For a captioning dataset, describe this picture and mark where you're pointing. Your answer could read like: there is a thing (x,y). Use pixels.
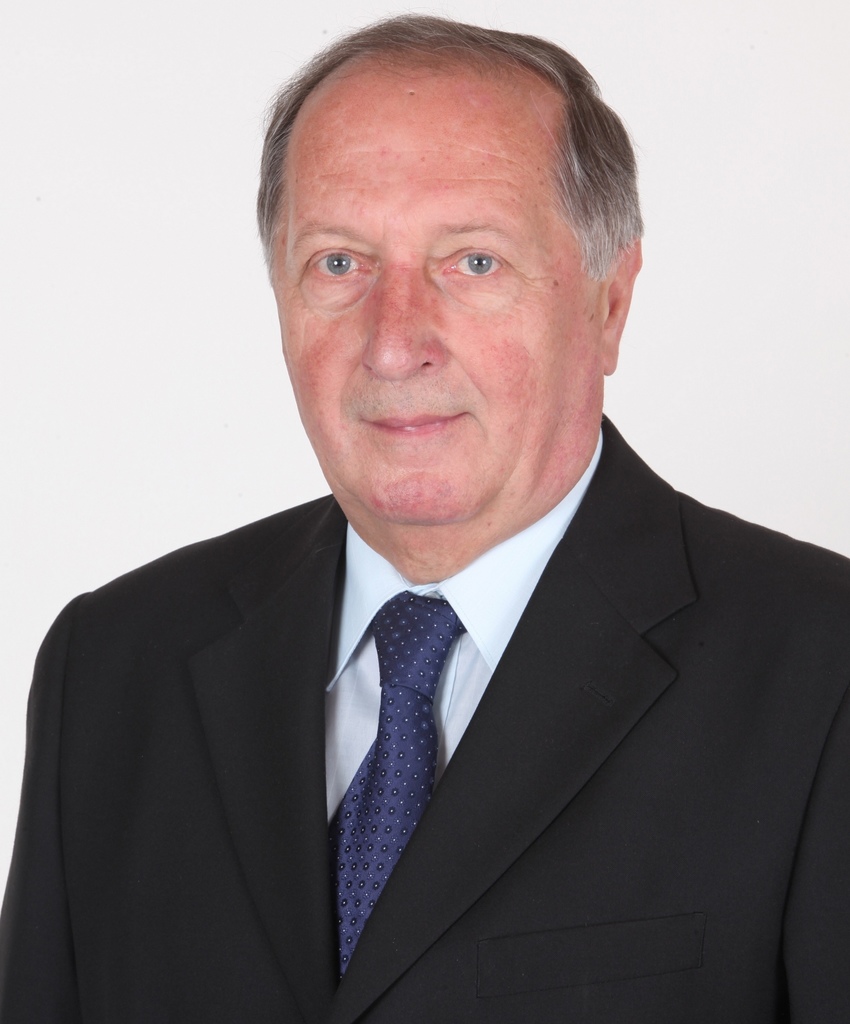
In the picture I can see a man (570,900) who is wearing a shirt (452,747), a tie (374,886) and a coat (442,804). The background of the image (20,600) is white in color.
